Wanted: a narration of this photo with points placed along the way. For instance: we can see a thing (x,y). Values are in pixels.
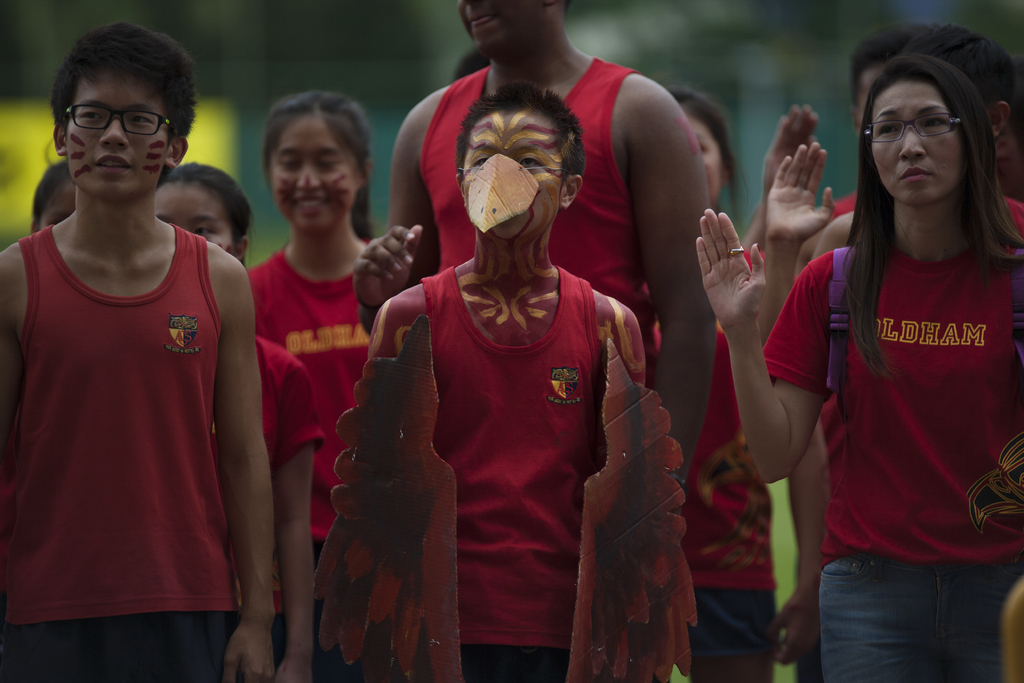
Here we can see few persons (321,317) where both men (560,312) and woman (758,664) are standing and few raised their hands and in the front (531,183) we can see a man (344,531) having made parts of a bird (414,502) on him.
